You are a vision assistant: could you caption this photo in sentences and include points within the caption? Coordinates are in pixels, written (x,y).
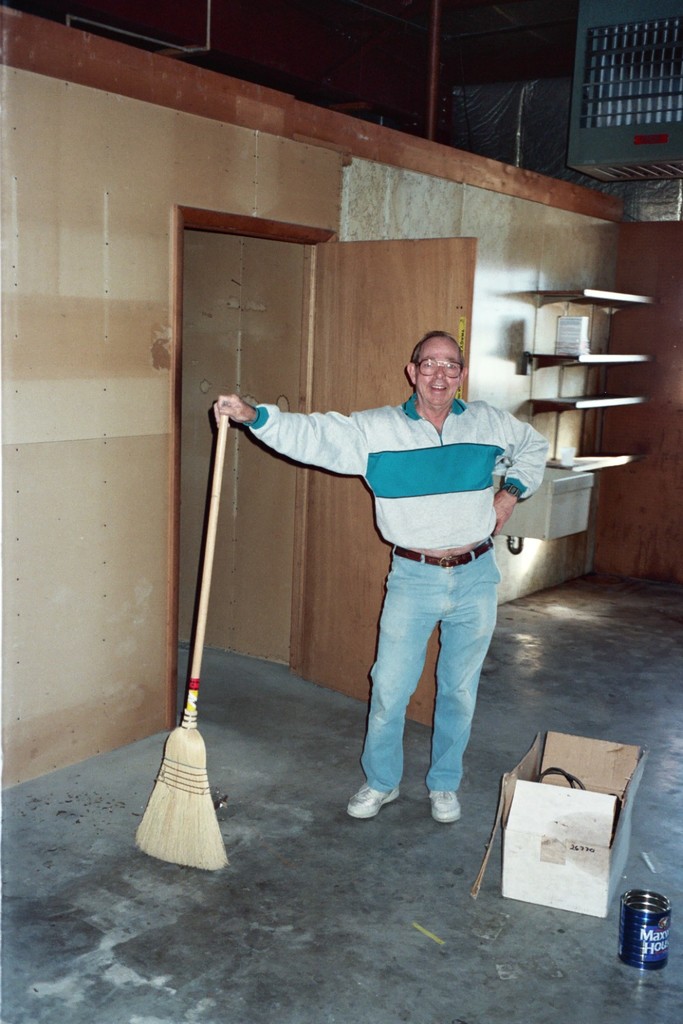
In this image there is a man (430,594) standing. He is smiling. He is holding a broom (187,752) in his hand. To the right (547,875) there is a box (563,854) on the floor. Beside the box (573,869) there is a tin (623,939). To the left (221,231) there is a door (382,315) to the wall (389,231). In the background (617,459) there are wooden shelves (591,354).
